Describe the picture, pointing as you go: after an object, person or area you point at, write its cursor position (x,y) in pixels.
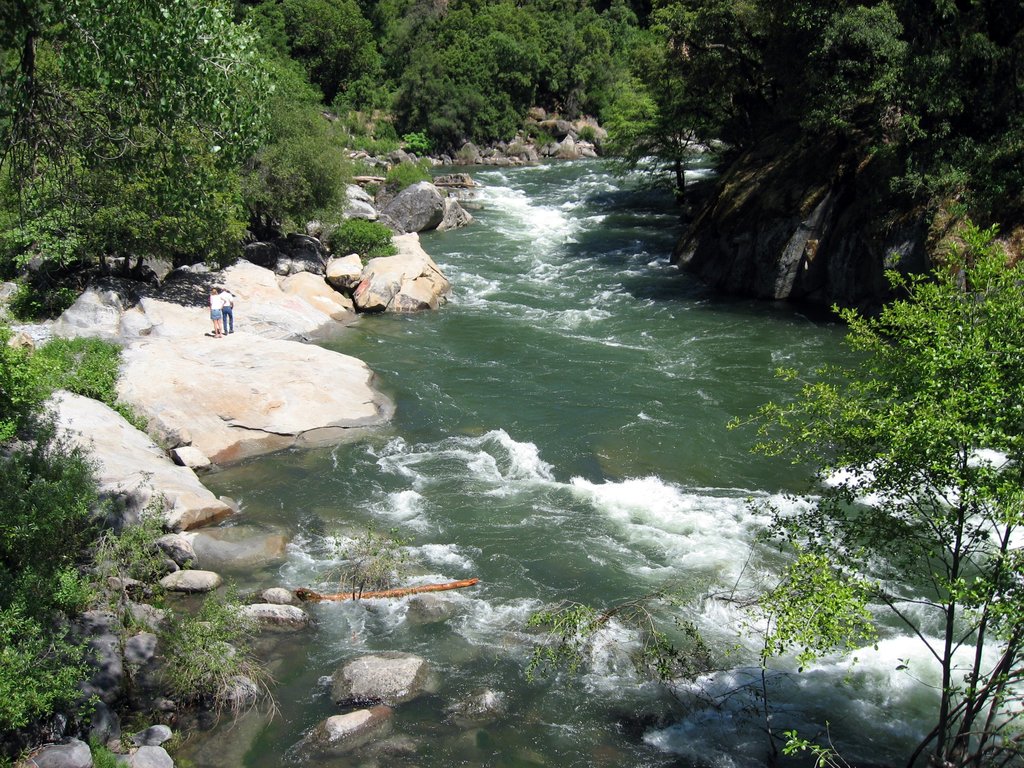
In this image I can see the water (590,459). In the surrounding area I can see the trees (123,237) in green color. On the left side (287,329) there is a rock (159,363). On that two people (218,317) are standing.
